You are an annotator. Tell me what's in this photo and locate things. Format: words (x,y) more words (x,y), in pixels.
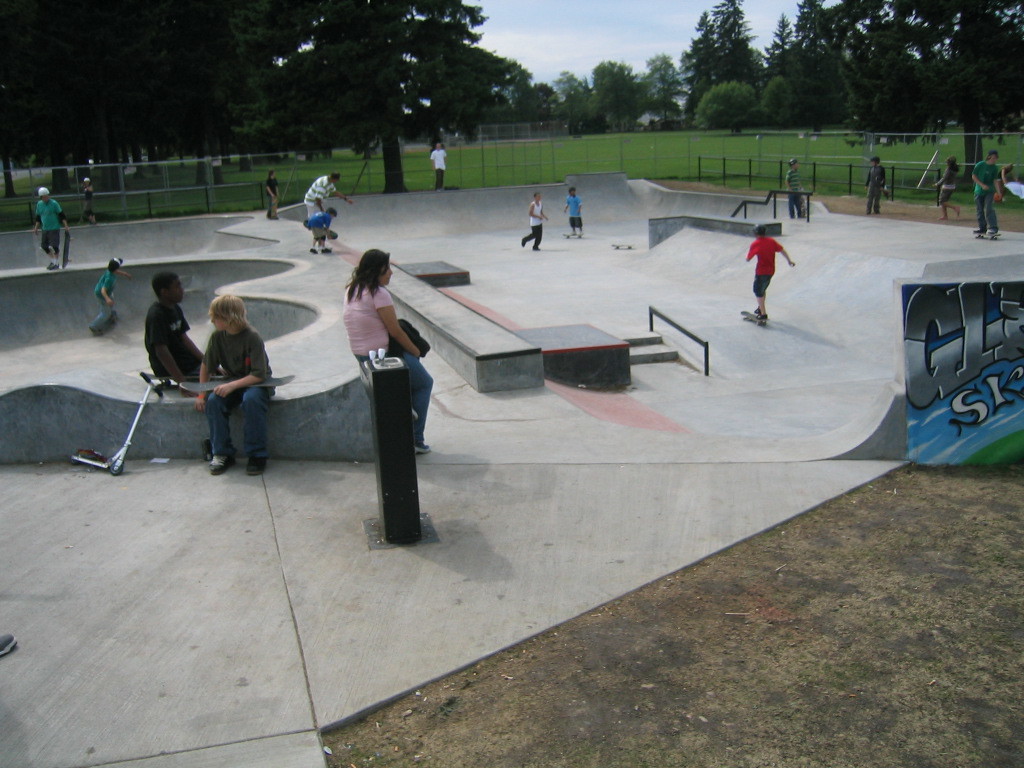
In the picture we can see a play surface (157,696) with some children (989,209) are skating and some are running and around it we can see a railing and behind it, we can see a tree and in the background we can see full of trees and we can see a part of the sky (487,9).
